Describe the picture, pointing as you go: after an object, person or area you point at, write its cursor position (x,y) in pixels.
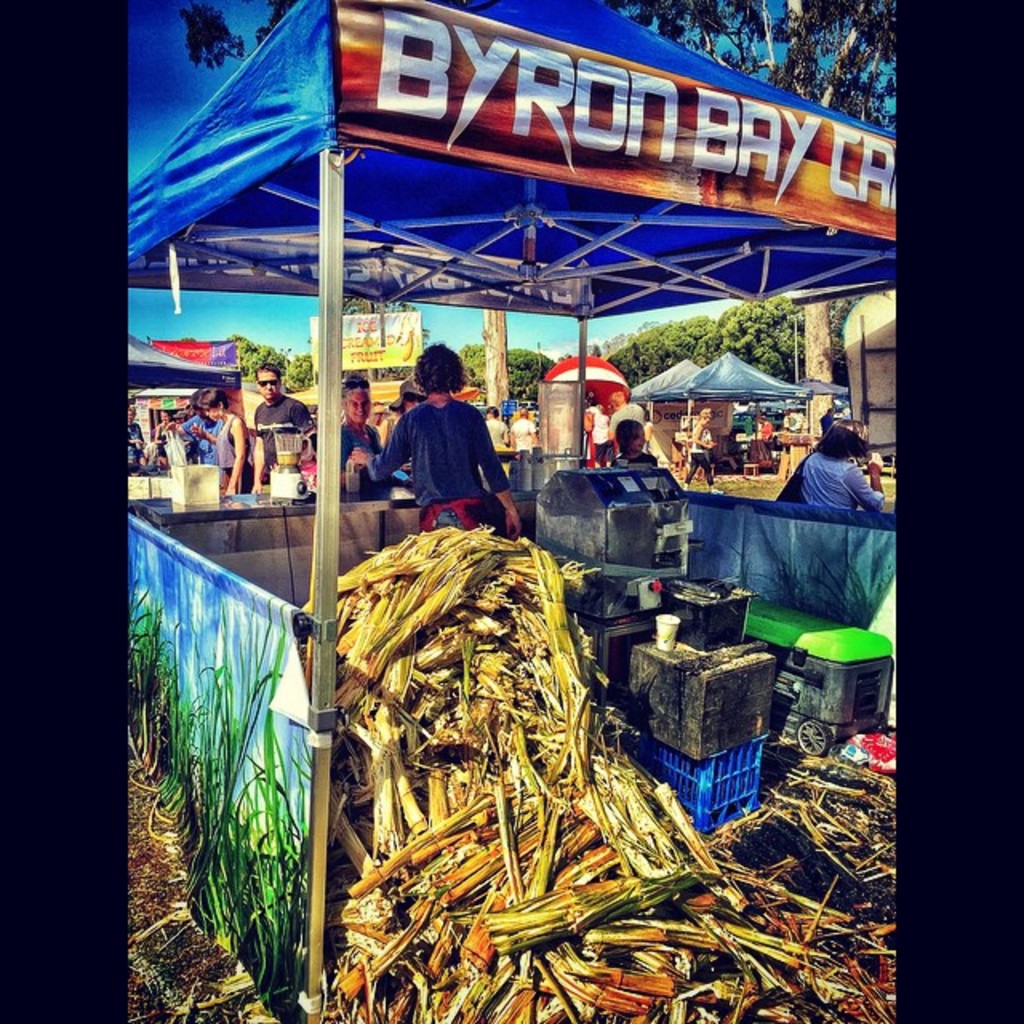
In this picture, we can see a few people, scrap of sugarcane (715,931), we can see sheds (331,332), posters (383,84), and we can see some objects (691,727) on the ground (772,765) like baskets (731,776), machines (550,547), and we can some trees (690,13), and the sky (152,121).
